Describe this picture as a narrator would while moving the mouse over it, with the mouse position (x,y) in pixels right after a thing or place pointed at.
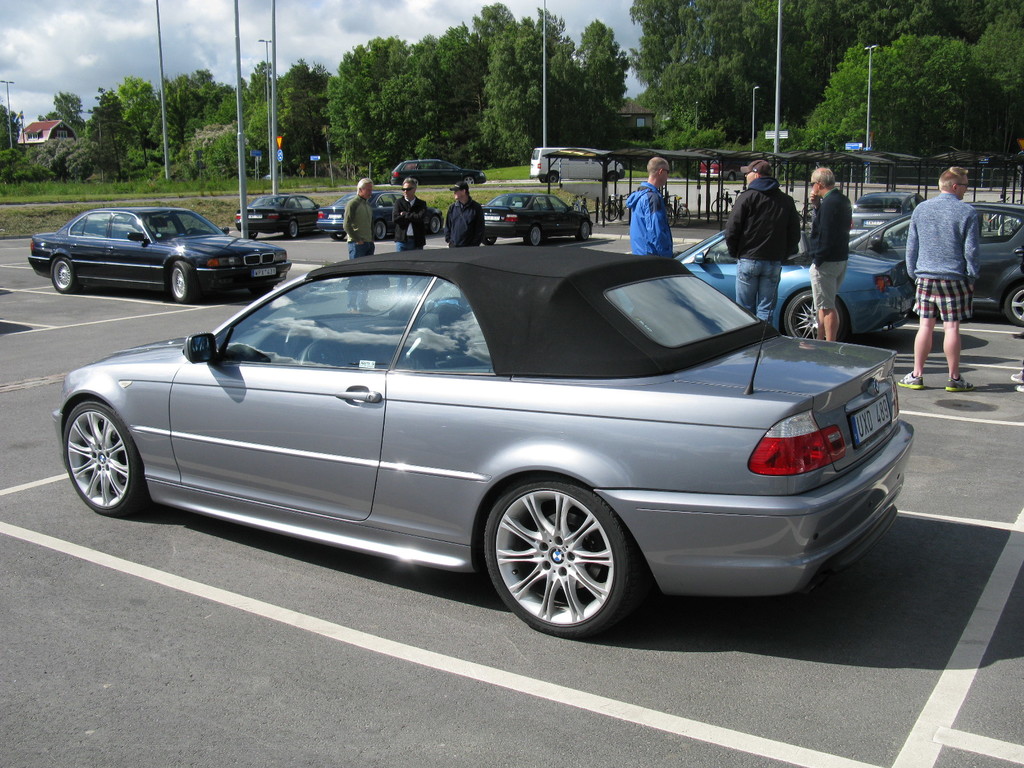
In this image in the front (371,277) there are cars (422,311). In the center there are persons (407,208) standing and in the background (272,187) there are cars (442,166), trees (290,129), poles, houses (72,132) and the sky (289,50) is cloudy and there is grass (471,193) on the ground (1,282).
